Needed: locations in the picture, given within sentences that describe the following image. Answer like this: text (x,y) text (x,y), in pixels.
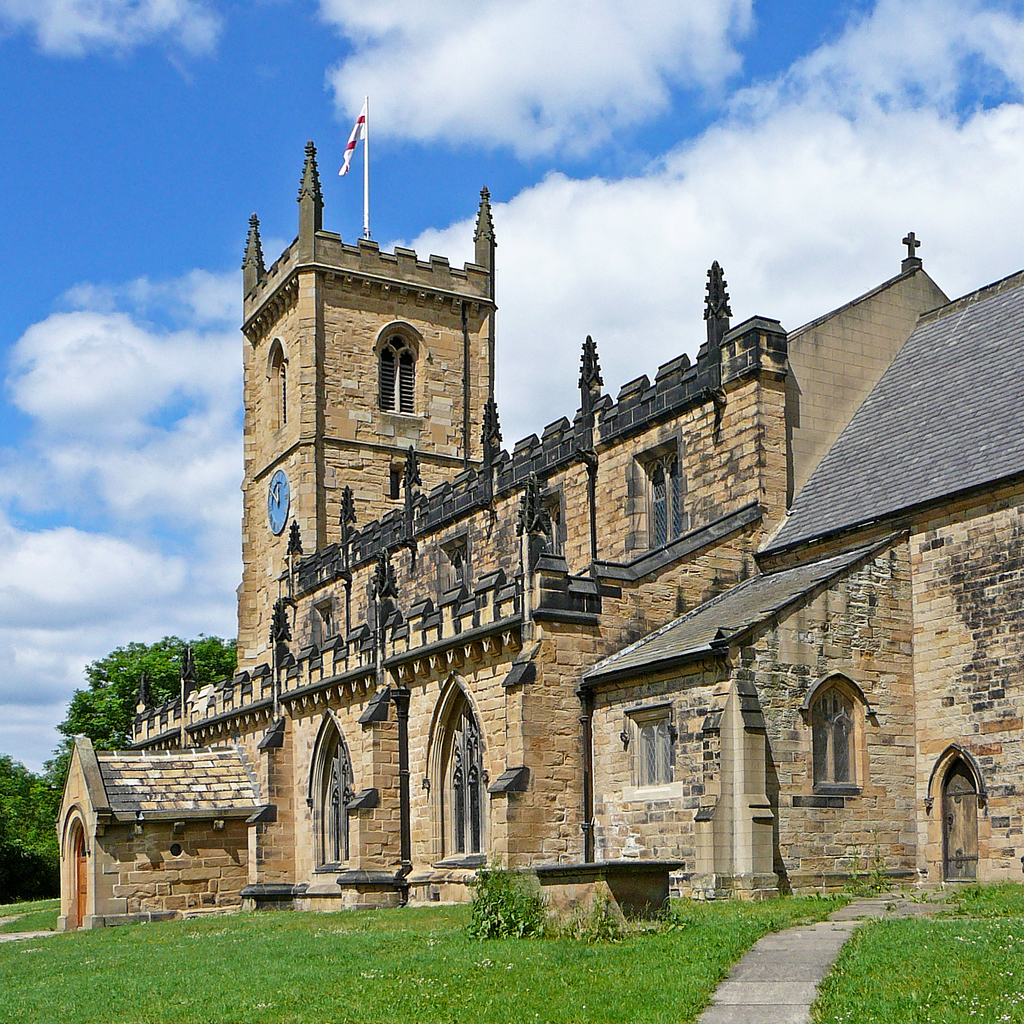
This is the picture of a building (434,815). In this image there is a building (779,608) and there is a clock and flag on the building (306,613). At the back (230,664) there are trees (230,664). At the top (155,112) there is sky (259,118) and there are clouds (496,276). At the bottom (462,981) there is grass (859,933).
